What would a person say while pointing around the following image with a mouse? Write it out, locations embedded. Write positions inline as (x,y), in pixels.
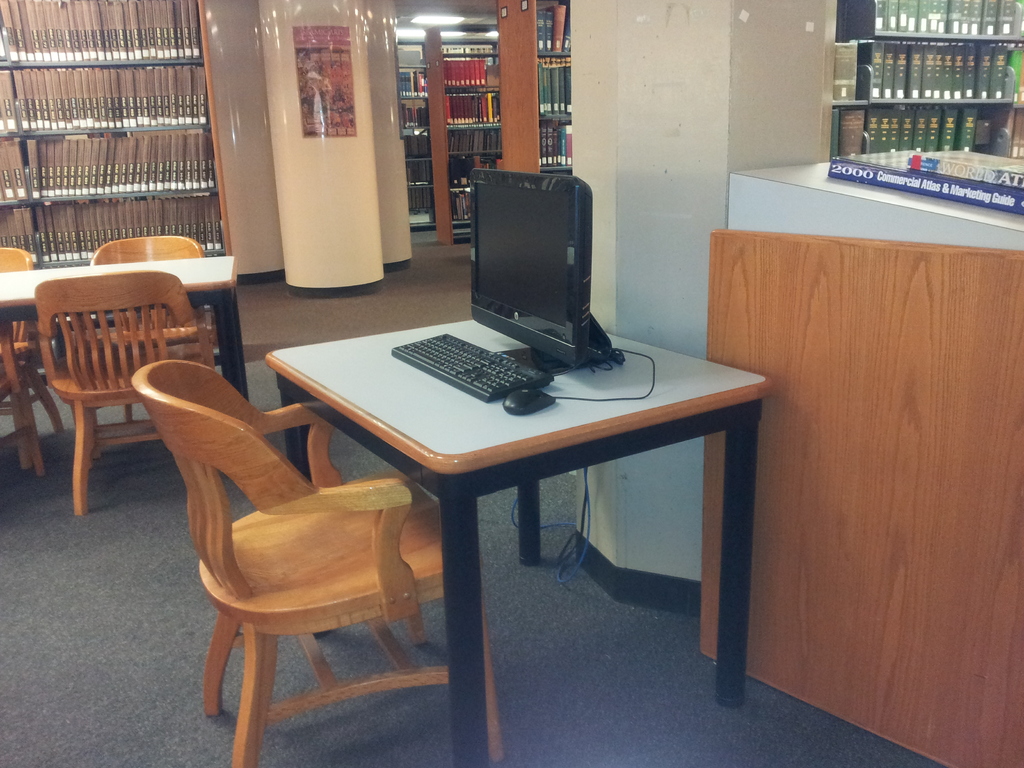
This image is taken indoors. At the bottom of the image (98,670) there is a mat (100,544) on the floor (370,736). In the middle of the image (517,453) there is a table (523,419) with a monitor (530,252), a keyboard (456,373) and a mouse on it. There is an empty chair (255,515) on the floor (290,659). In the background (292,155) there are a few walls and pillars (341,147). There is a poster (327,93) on the pillar (344,163). There are many bookshelves (469,128) with books (182,205). On the left side of the image (26,355) there is an empty table (195,287) and there are four empty chairs (89,340). On the right side of the image (826,279) there is a table (847,298) and there are a few books (936,130) on the bookshelves (1004,42).
